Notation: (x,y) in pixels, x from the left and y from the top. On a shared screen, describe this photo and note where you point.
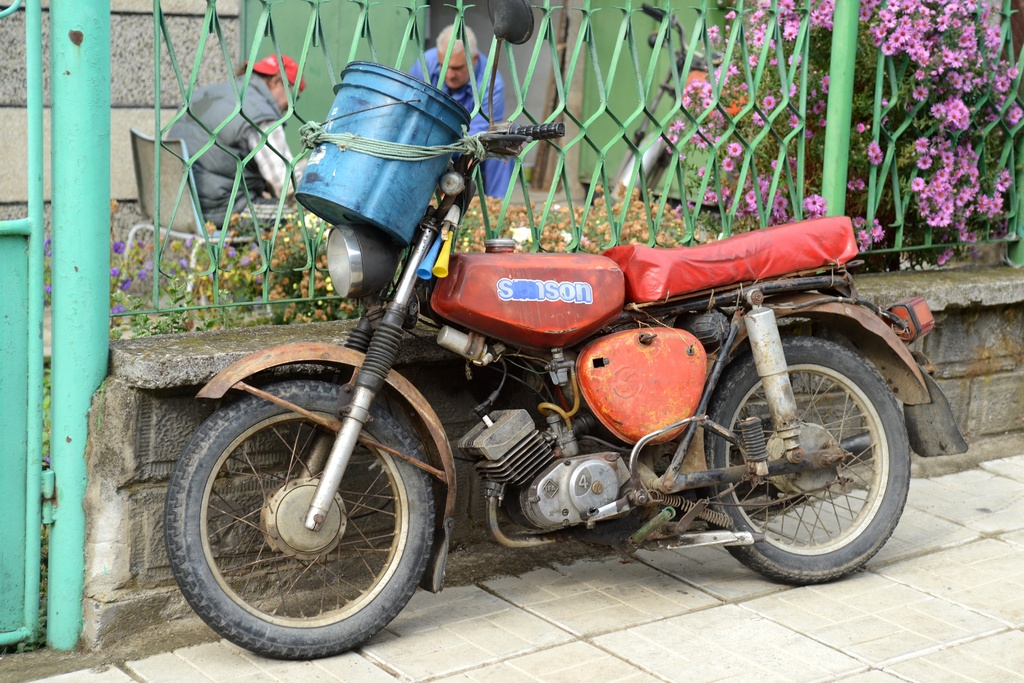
In this image we can see a motorbike (630,342) and there is a fence (522,185). On the left (2,456) there is a gate (30,472). In the background (229,157) there are people (248,94) sitting and there are plants (752,132). We can see flowers (958,106) to the plants (737,143).
